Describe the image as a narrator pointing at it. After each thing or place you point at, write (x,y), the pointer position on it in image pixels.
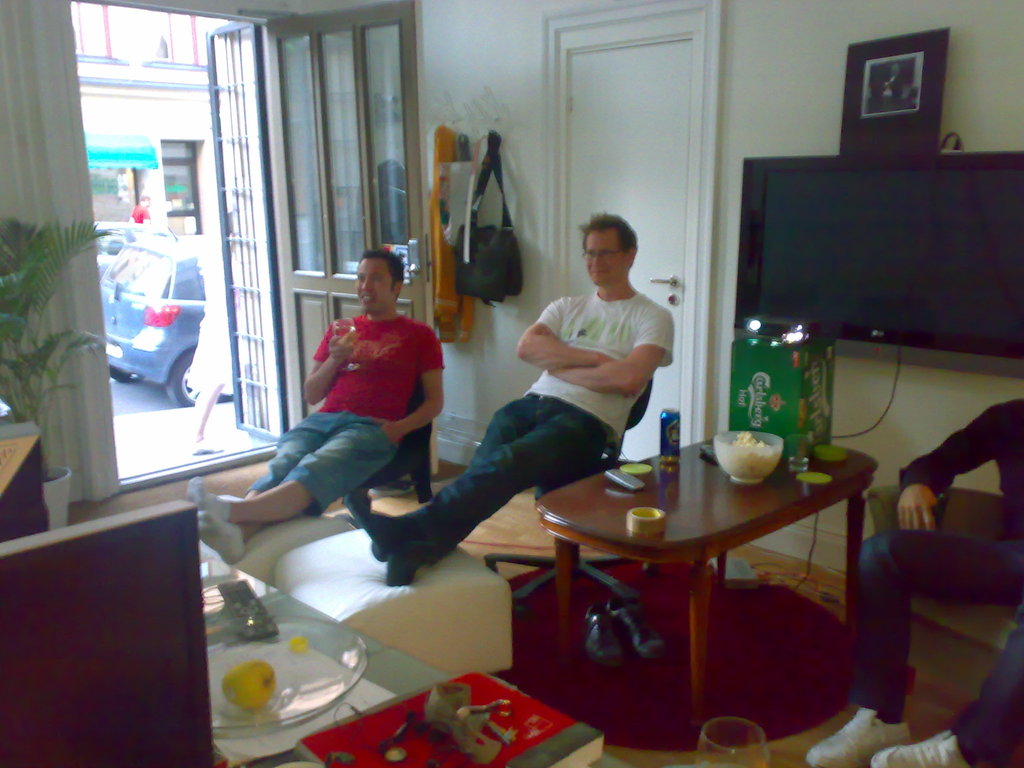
There is a room (801,348). There are 3 people (201,500) sitting on a chairs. They are smiling. There is a table (738,538). There is a bowl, can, box (808,360) on a table (748,515). On the right side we have a person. We can see in background (144,268) door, TV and vehicles (133,294) on a roadside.
